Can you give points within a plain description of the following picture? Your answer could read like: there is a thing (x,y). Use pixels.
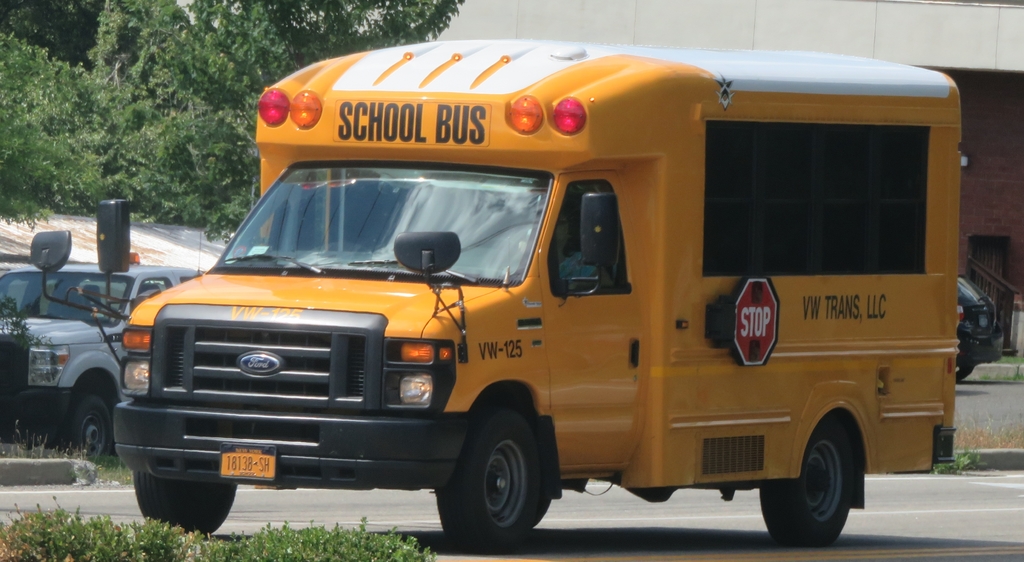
In this image we can see some vehicles (460,267) on the ground (373,492). We can also see some plants (177,526), grass (961,455), a building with the railing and some trees (156,157).
